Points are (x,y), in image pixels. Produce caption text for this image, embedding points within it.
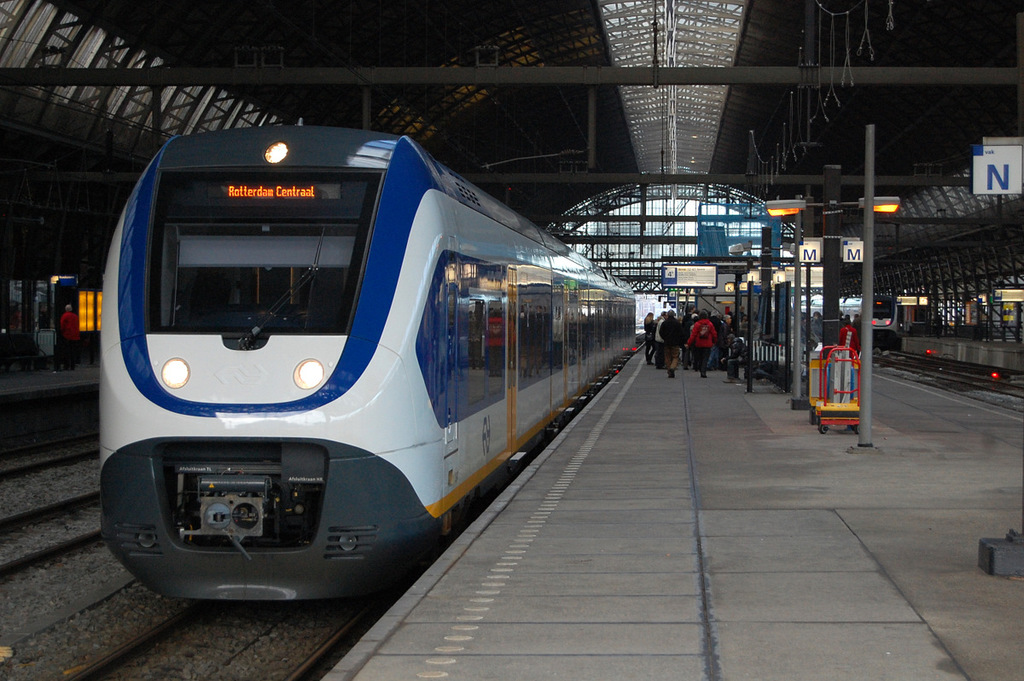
In this picture we can see trains (226,455) on the track (76,623), beside there is a platform (562,432) some people (707,364) are walking on it.
